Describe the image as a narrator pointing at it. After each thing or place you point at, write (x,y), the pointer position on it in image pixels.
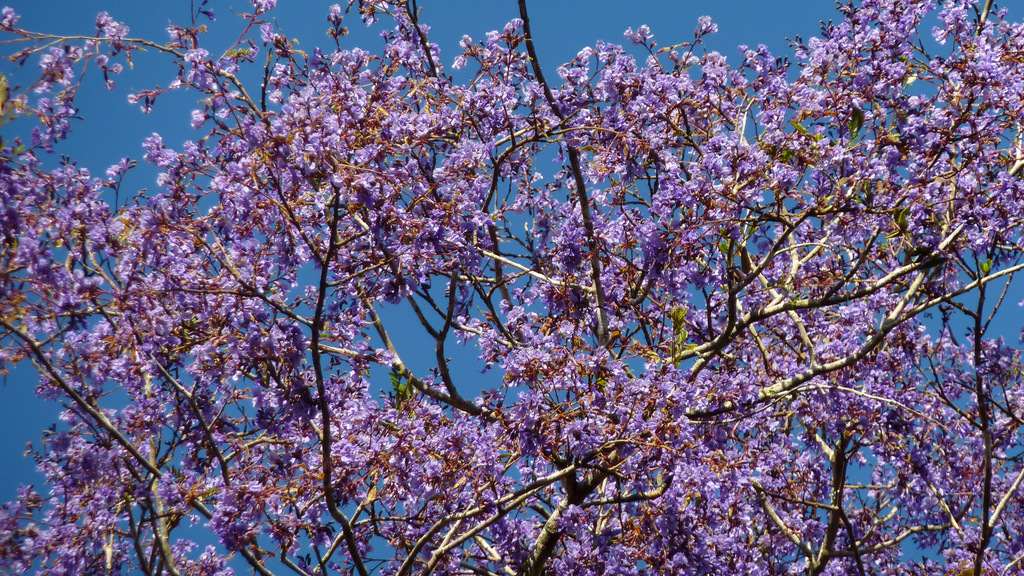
In this image, I can see a tree (352,442) with branches (363,564) and flowers (333,120). These flowers (350,192) are violet in color. This is the sky (668,8).
